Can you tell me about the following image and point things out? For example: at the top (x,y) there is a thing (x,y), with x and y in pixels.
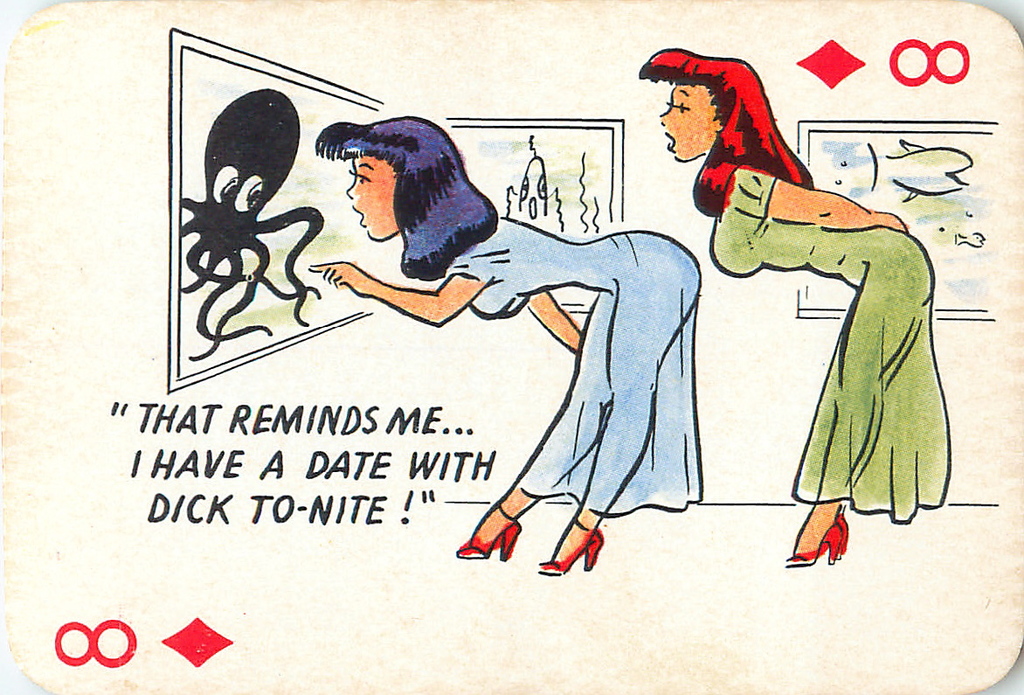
In the foreground of this animated image, there is text (268,495), digits (102,643), symbols (193,636), frames (908,129) and two women (673,290).
